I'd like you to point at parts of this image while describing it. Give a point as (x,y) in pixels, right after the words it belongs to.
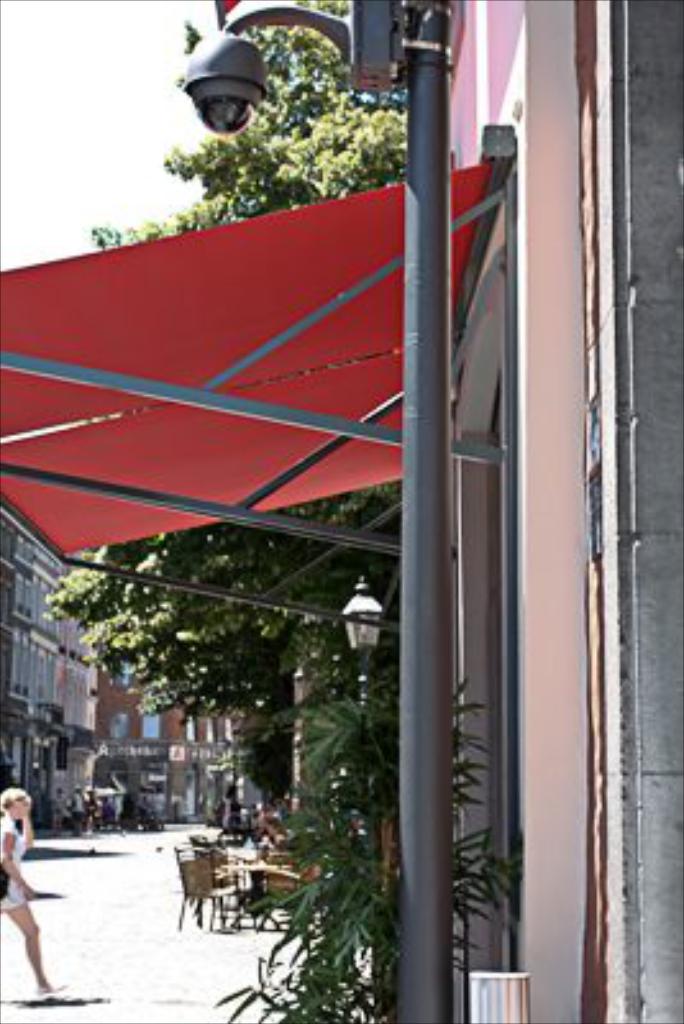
In this image I see a woman (23,808) over here and she is wearing white dress (15,831) and I see a pole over here and I see the path (215,912). In the background (36,801) I see the buildings (48,556), trees (241,625), chairs (227,882) and I see a street light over here and I see the sky (8,164).
